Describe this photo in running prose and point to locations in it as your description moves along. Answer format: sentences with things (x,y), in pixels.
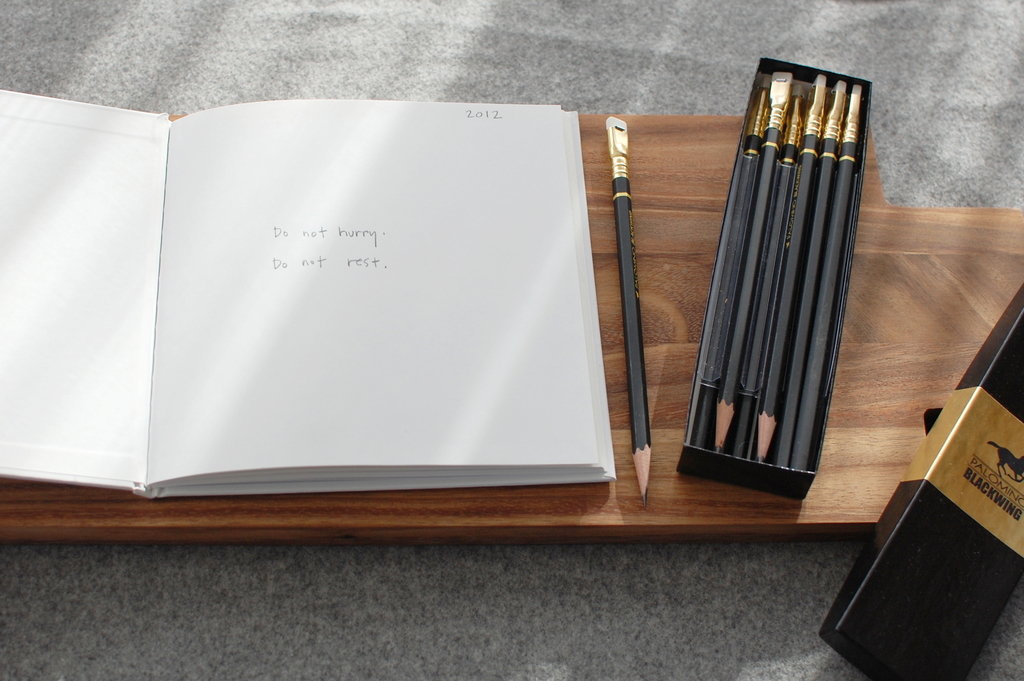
Here I can see a book (222,248) and a pencil box (709,298) are placed on a wooden plank (899,312). At the bottom (327,623) it seems to be the carpet (362,582).
